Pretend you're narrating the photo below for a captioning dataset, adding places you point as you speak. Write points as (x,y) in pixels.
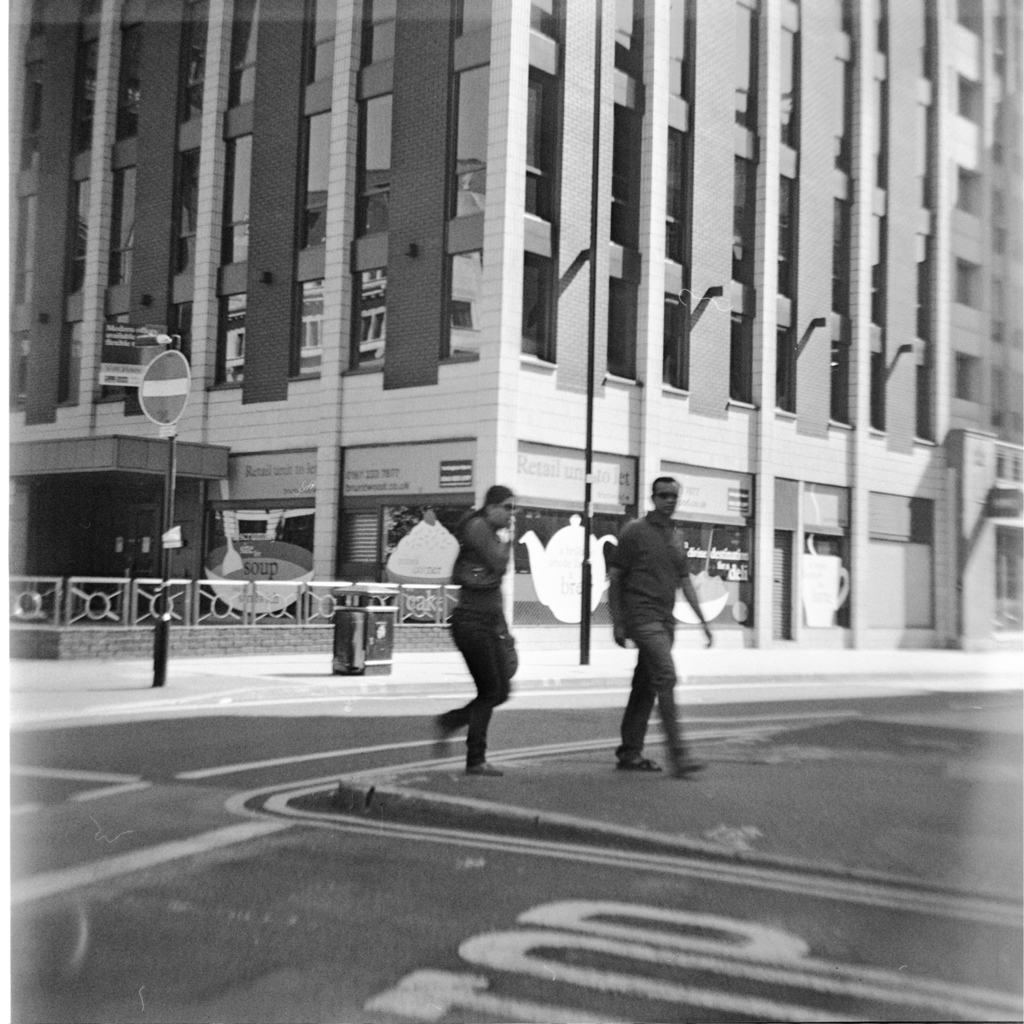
In this image I can see two persons (492,594) walking on the ground (179,723), the road (275,739), a pole (173,441) and a sign board (148,393) attached to it and the side walk (220,670). In the background (483,448) I can see the building (511,357), few boards (234,466) and few windows (303,301) of the building (317,274).
